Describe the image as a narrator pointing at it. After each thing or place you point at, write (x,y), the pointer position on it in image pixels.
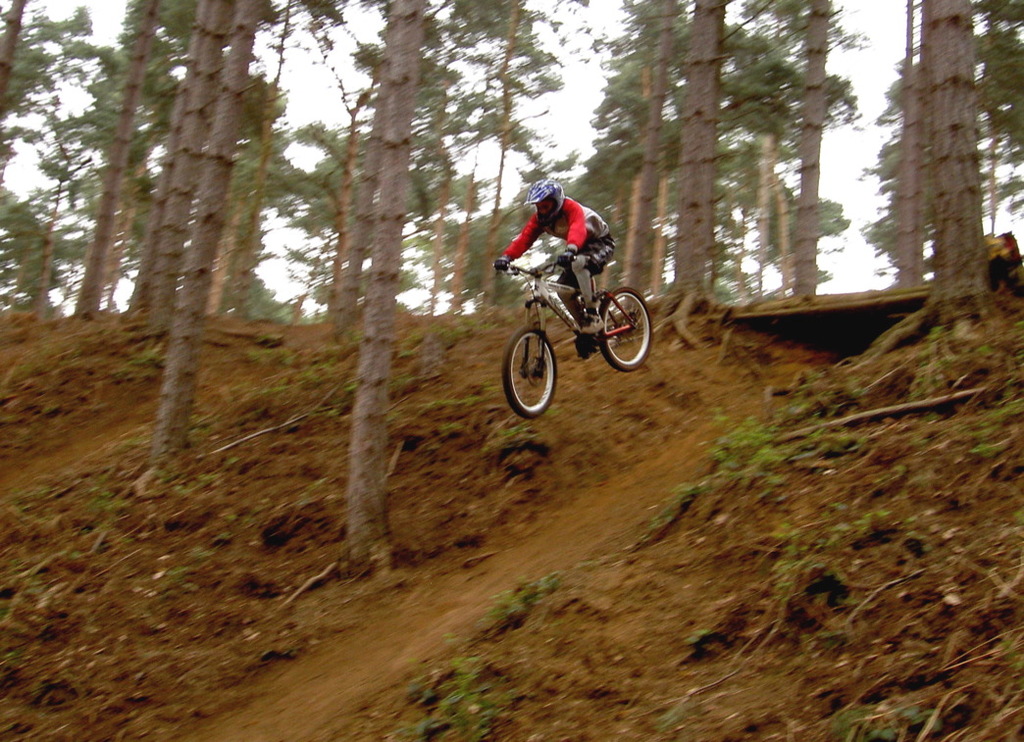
In the middle (663,267) I can see a person (565,238) is riding a bicycle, trees (486,279) and the sky (543,261). This image is taken may be during a day.
